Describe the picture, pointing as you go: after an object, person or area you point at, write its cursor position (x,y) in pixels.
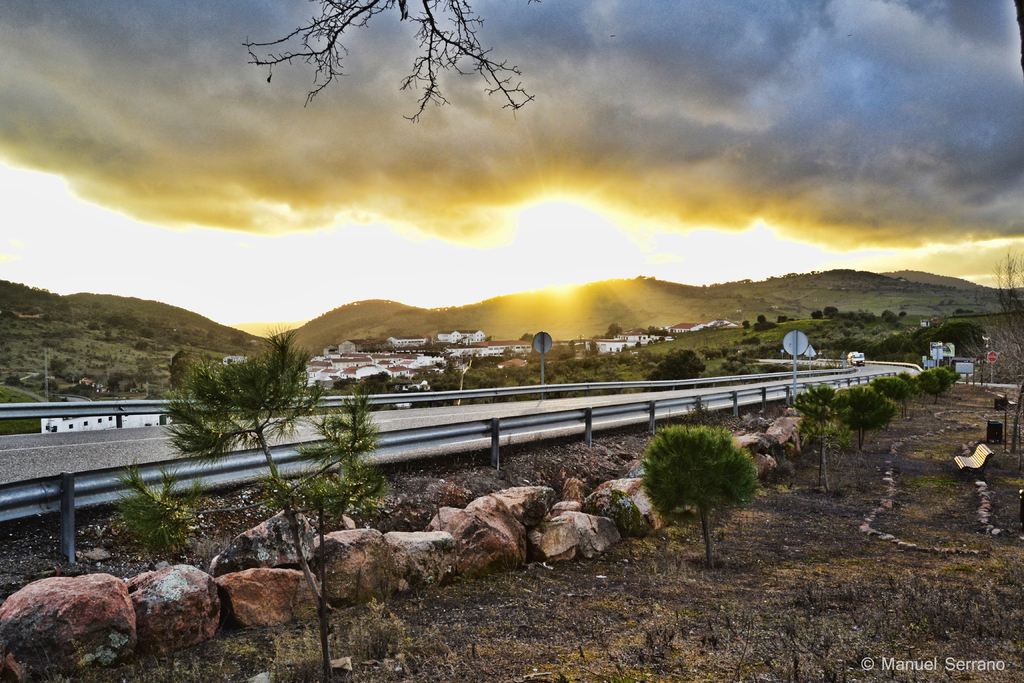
In this image we can see a vehicle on a road (551,436). We can also see some stones (287,524), trees (322,563), grass (854,619), the signboards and a bench (963,466) on the ground (948,573). On the backside (488,339) we can see a group of buildings (493,351), a group of trees (178,363) on the hills (165,368) and the sky (474,263) which looks cloudy. On the top of the image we can see some branches (439,104) of a tree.
